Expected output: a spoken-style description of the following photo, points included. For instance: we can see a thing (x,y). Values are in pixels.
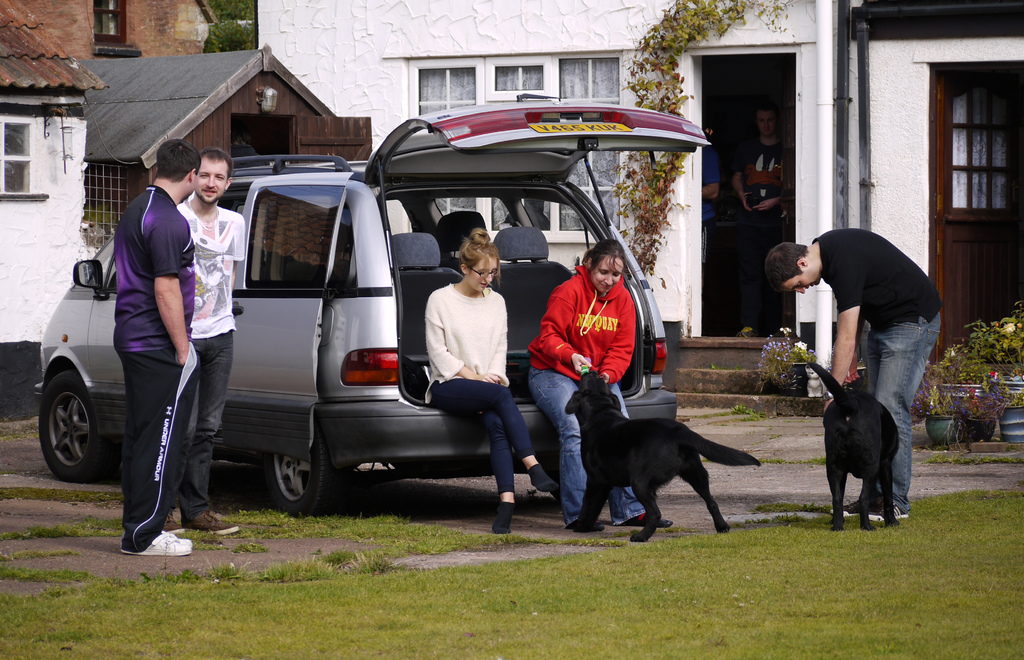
In the image we can see there are people (472,323) who are sitting in the car (331,329) and here there are two men (223,340) standing and a woman (623,328) and a man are playing with the dogs (688,468).
